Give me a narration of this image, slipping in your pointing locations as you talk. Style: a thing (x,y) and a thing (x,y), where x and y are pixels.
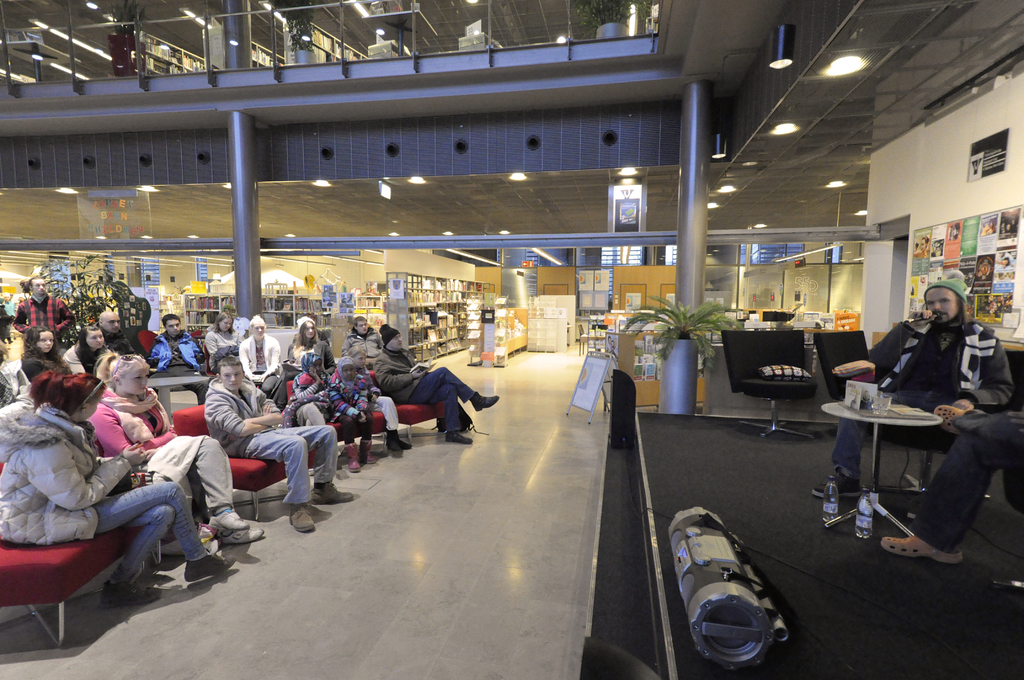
Here we can see some persons (242,425) are sitting on the chairs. This is table (859,416). On the table (859,416) there is a glass (885,394). This is floor (518,462) and there is a plant (698,332). There are chairs (867,356). These are the racks (231,302) and there is a pillar (253,145). Here we can see some lights (788,56). And there is a wall (897,173) and this is poster (963,265).
